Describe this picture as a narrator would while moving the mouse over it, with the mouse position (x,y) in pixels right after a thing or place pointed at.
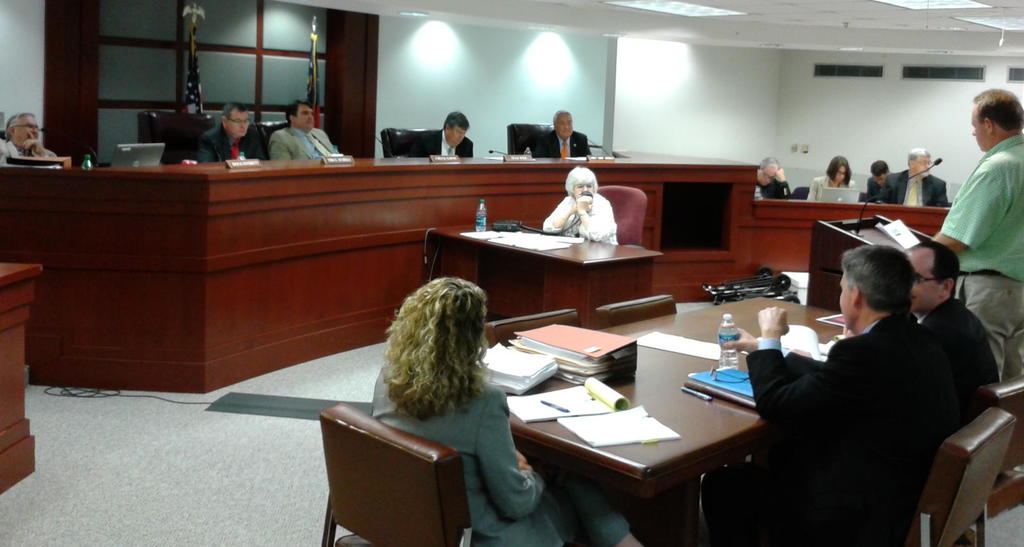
Here we can see a group of people (504,544) who are sitting on a chair (802,195). There is a person (994,97) on the top right (1015,164). He is delivering a speech and there are a few people (578,191) who are paying attention to his speech.
